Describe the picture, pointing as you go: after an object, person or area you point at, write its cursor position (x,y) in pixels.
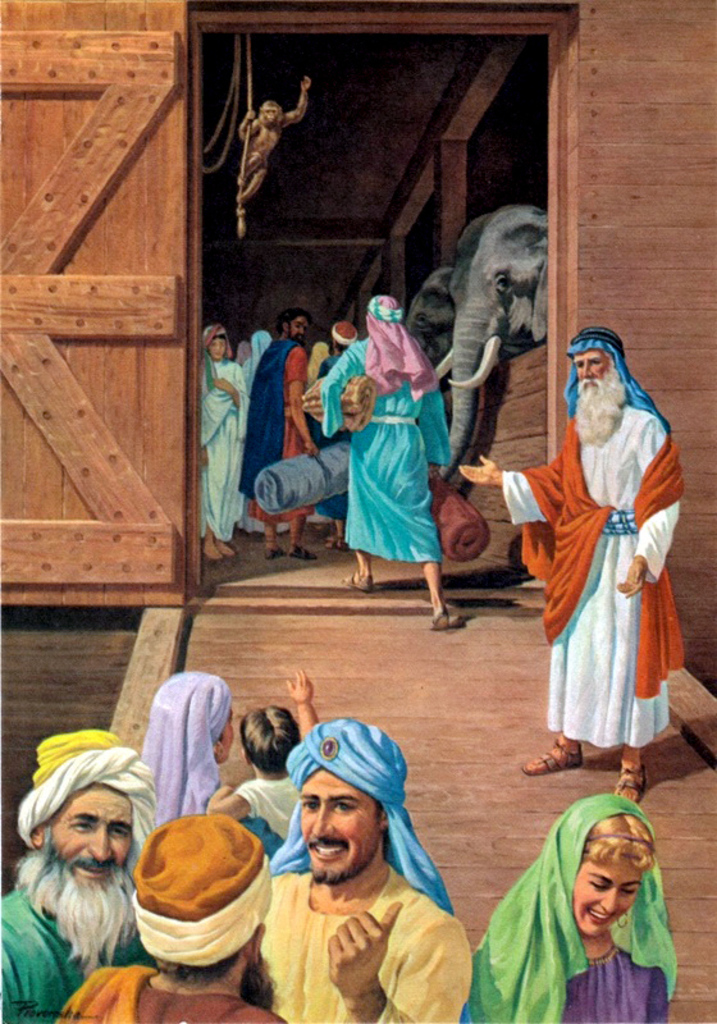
This is a painting. In this picture we can see a few people (480,1000) smiling. We can see a person (575,685) on a walkway (204,646). There is another person (434,416) holding objects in his hands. We can see a monkey (263,127) holding a rope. There are elephants (434,317) and a few people (245,426) in a wooden house (190,335).
